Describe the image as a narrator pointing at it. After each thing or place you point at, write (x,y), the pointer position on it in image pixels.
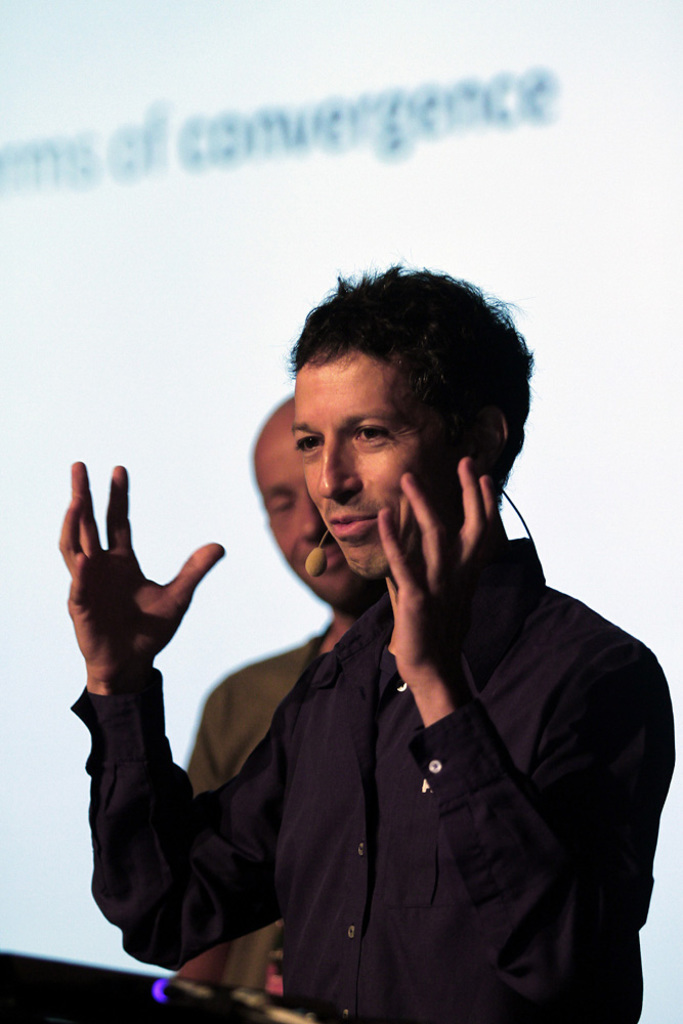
In this image we can see a man (389,432) and he wore a mike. At the bottom of the image (265,1013) we can see a black color object (176,996) which is truncated. In the background (272,652) we can see a person (236,741) and text (393,133) written on a screen (417,206).
